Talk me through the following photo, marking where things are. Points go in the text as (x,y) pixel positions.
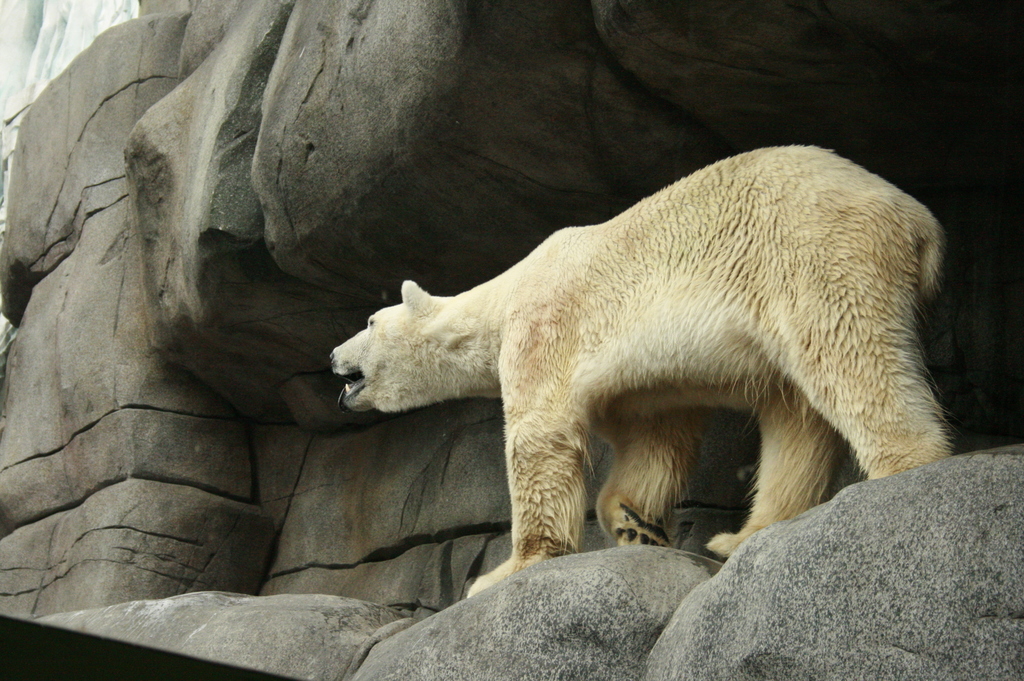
In this image we can see a polar bear (682,452) is walking on the mountain (347,560).
